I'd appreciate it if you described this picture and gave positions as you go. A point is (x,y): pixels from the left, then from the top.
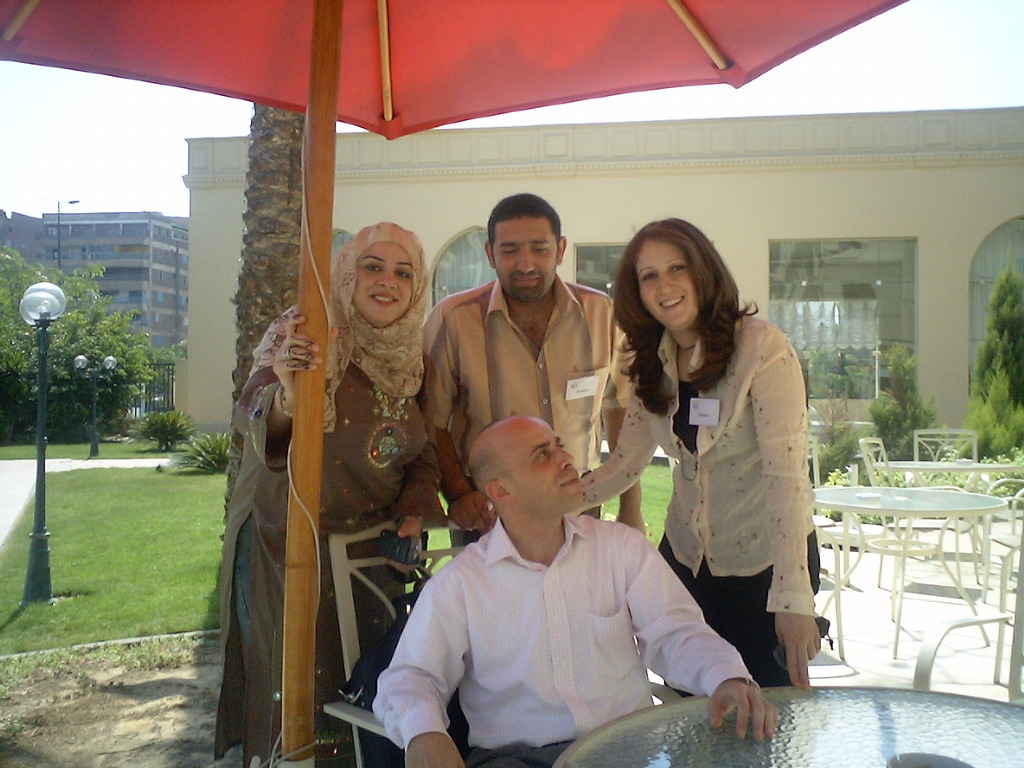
A man (536,593) is sitting on a chair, under an umbrella (210,14). He wore a white color shirt (545,620), behind him 3 persons (512,305) are standing and smiling. Behind them there is a building (358,222) and trees (283,207).
